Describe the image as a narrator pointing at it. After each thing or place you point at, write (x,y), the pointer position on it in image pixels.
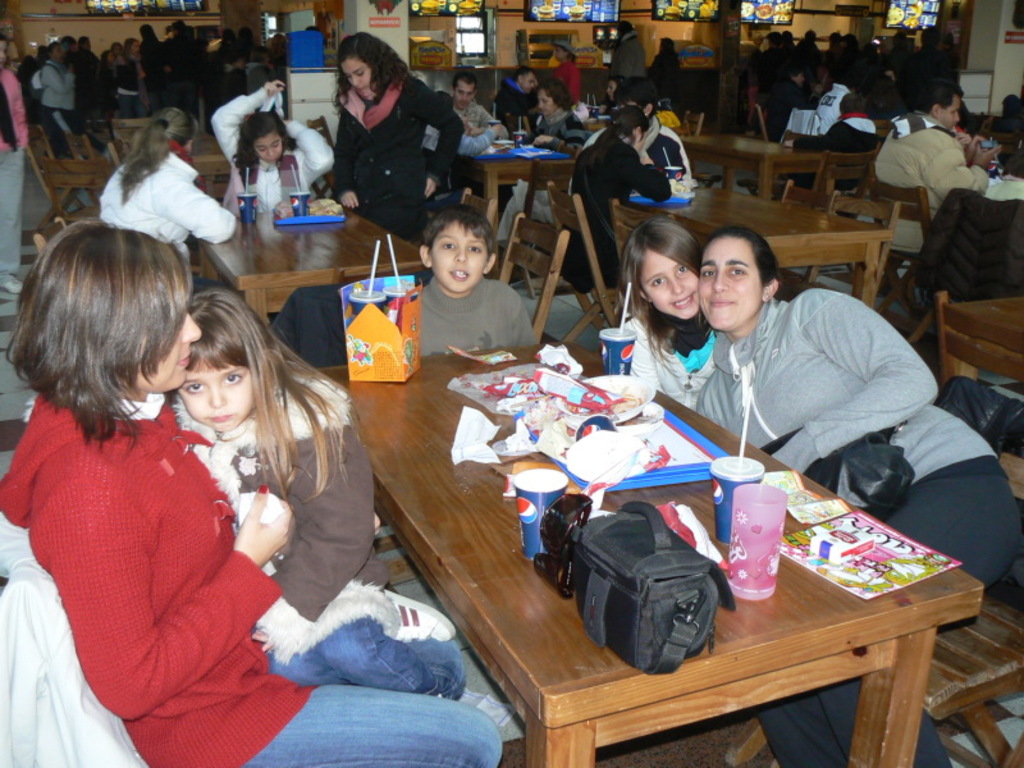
in this picture there are so many persons (260,542) are sitting on the chair (473,196) and some one (402,157) is standing on the floor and the background is yellow.
